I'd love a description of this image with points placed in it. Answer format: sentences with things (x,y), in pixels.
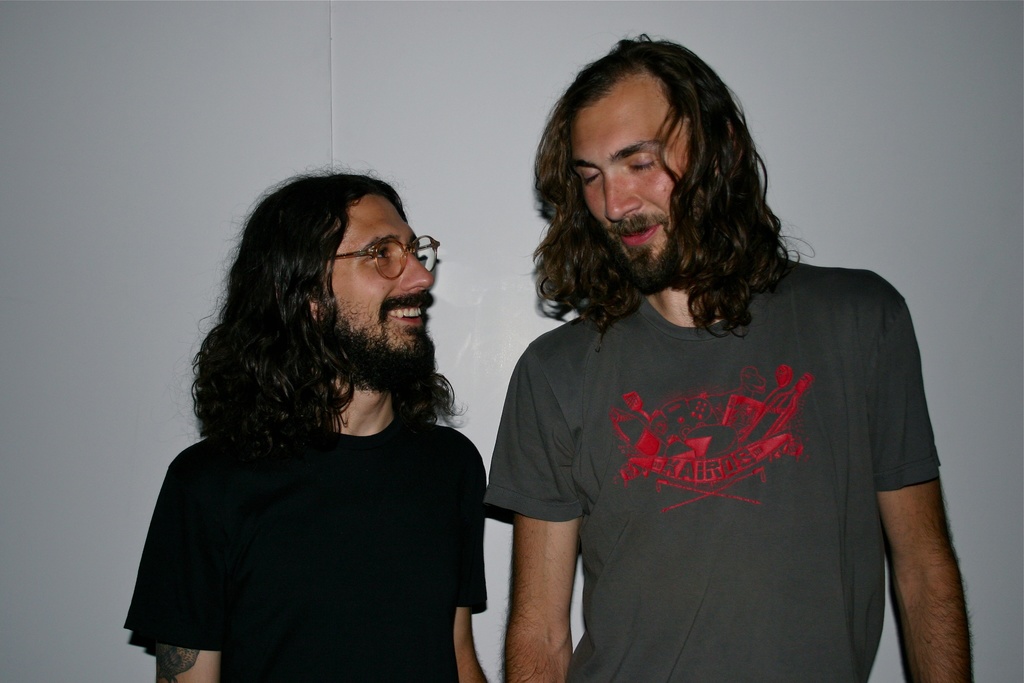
This image consists of two persons (516,415). They are wearing T-shirts (701,479). Both are having long hair (344,224). In the background (553,5), there is a wall (40,355) in white color.
